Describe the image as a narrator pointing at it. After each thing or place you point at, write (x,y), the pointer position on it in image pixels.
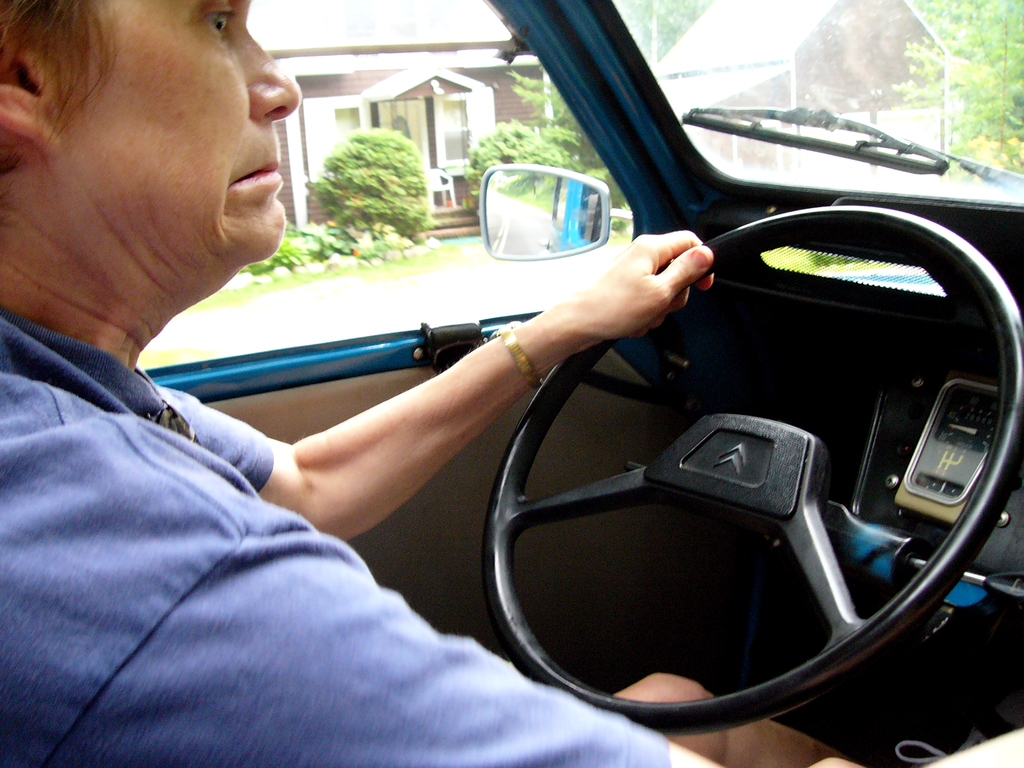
In this image I can see the person (122,437) sitting inside the vehicle (531,602) and holding the steering (677,470). The person (351,450) is wearing the blue color dress (176,631). In the background (402,89) I can see the trees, house (419,68) and the sky (315,26).
